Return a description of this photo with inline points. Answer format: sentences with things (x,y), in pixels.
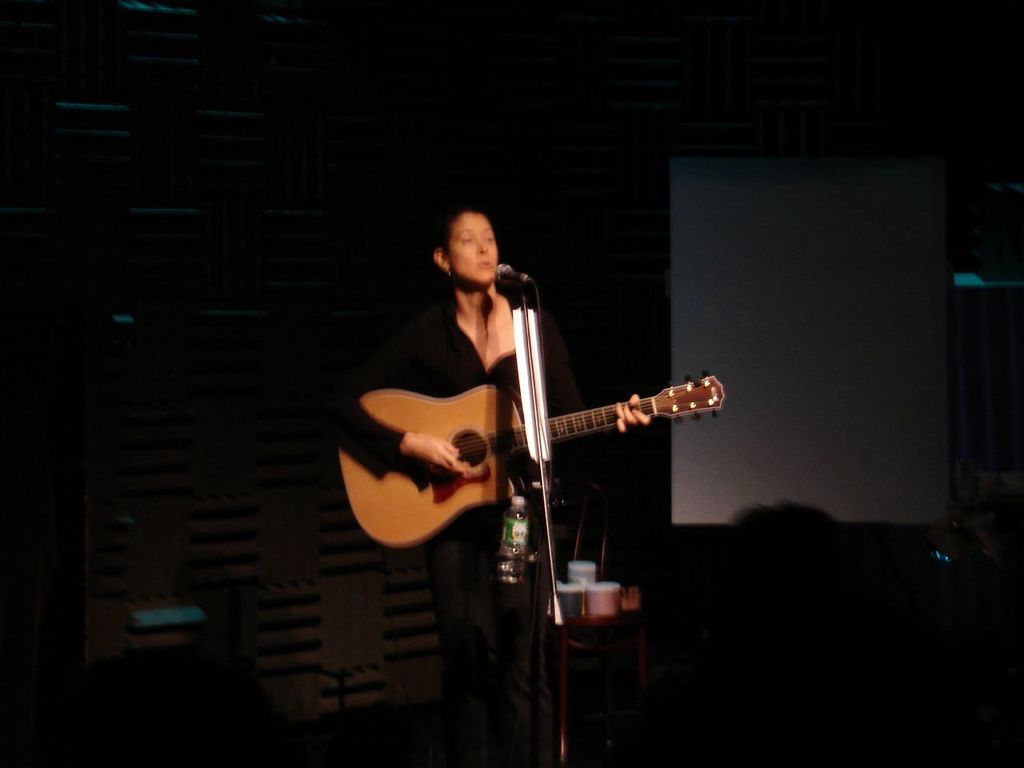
Here we can see a woman (511,586) playing a guitar (472,443) and singing a song with a microphone (504,269) in front of her and we can see a water bottle (522,508) present.
